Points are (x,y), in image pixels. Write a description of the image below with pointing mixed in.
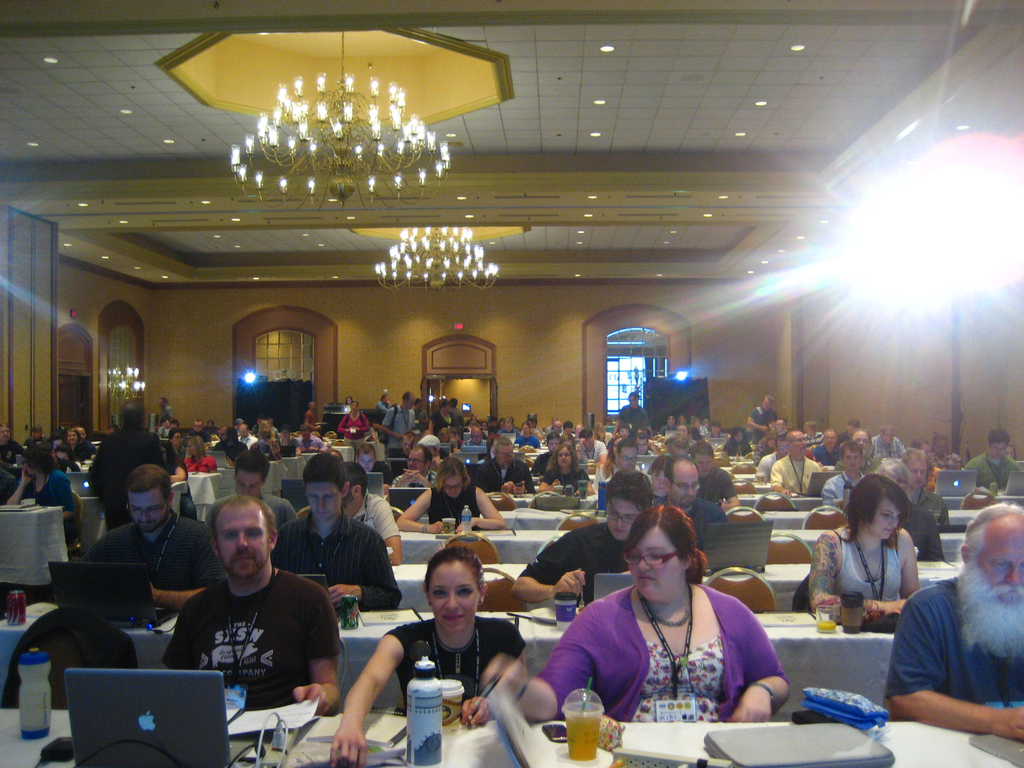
in a room (497,410) there are many people (454,473) sitting on the chair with a table (511,537) in front of them there are laptops (188,703) on the table (523,549).
